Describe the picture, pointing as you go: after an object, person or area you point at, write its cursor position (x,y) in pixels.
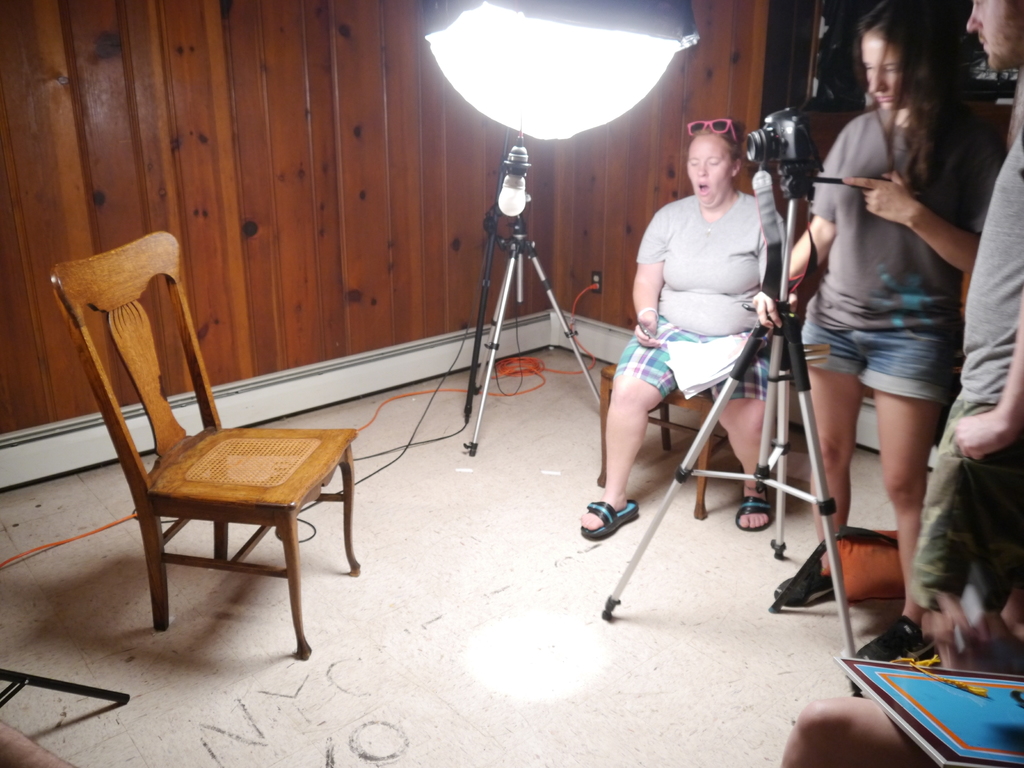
The image is taken in the room (483,462). On the right side of the image (965,311) there are people (913,388) standing. There is a camera (797,157) which is attached to the stand (816,474), beside them there is a lady (727,311) sitting she is holding papers (698,364). On the left (223,537) there is a chair (224,553). In the background (294,193) there is a wall (417,104) and light (492,91).
